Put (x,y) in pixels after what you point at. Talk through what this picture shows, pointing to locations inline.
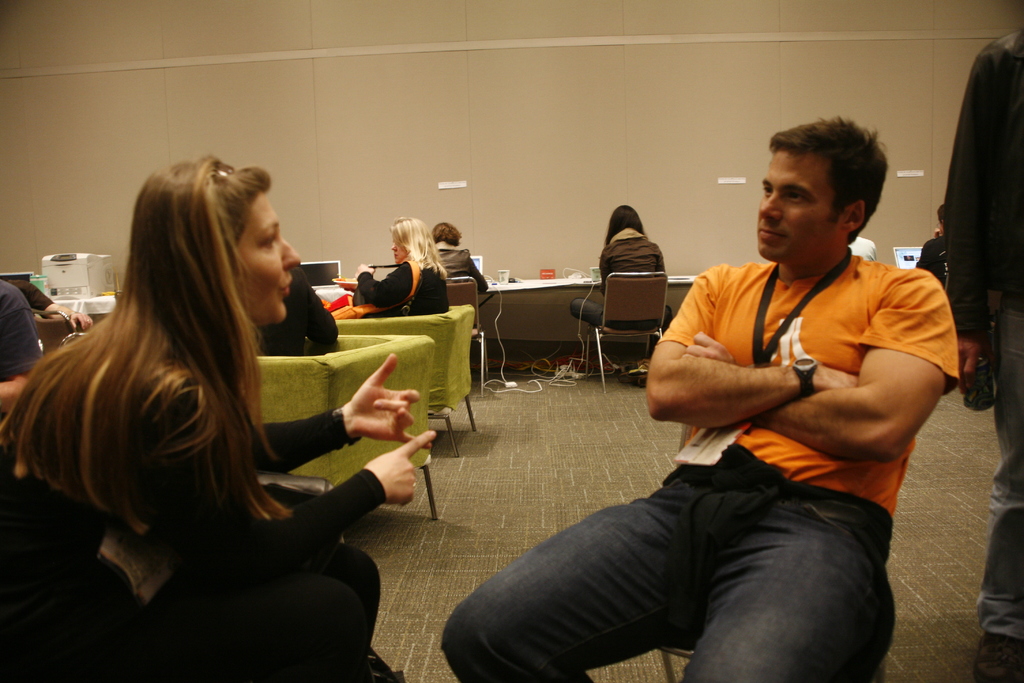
In this image I can see two persons (734,321) sitting. The person (726,346) at right (881,323) wearing orange shirt (830,330), blue pant (806,603). The person (112,518) at left (99,517) wearing black color dress (298,507). Background (522,141) I can see few other people (668,313) sitting on the chairs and wall (476,170) is in gray color.
